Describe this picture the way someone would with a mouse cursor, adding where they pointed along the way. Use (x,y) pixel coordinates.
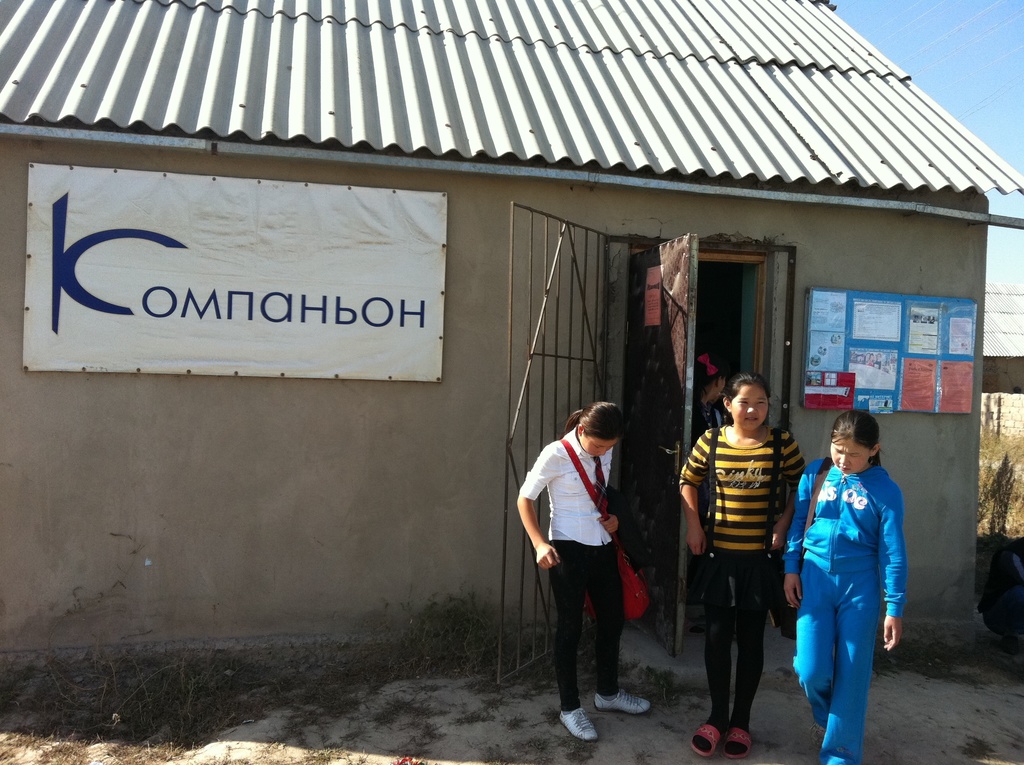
In this image we can see few people (739,484) wearing bags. In the back (231,298) there is a building (417,61) with name board (281,268) and doors (643,358). Also there is a board (869,301) on the wall (890,262). In the back (927,23) there is sky (965,78). On the ground (324,669) there is grass (253,698).
